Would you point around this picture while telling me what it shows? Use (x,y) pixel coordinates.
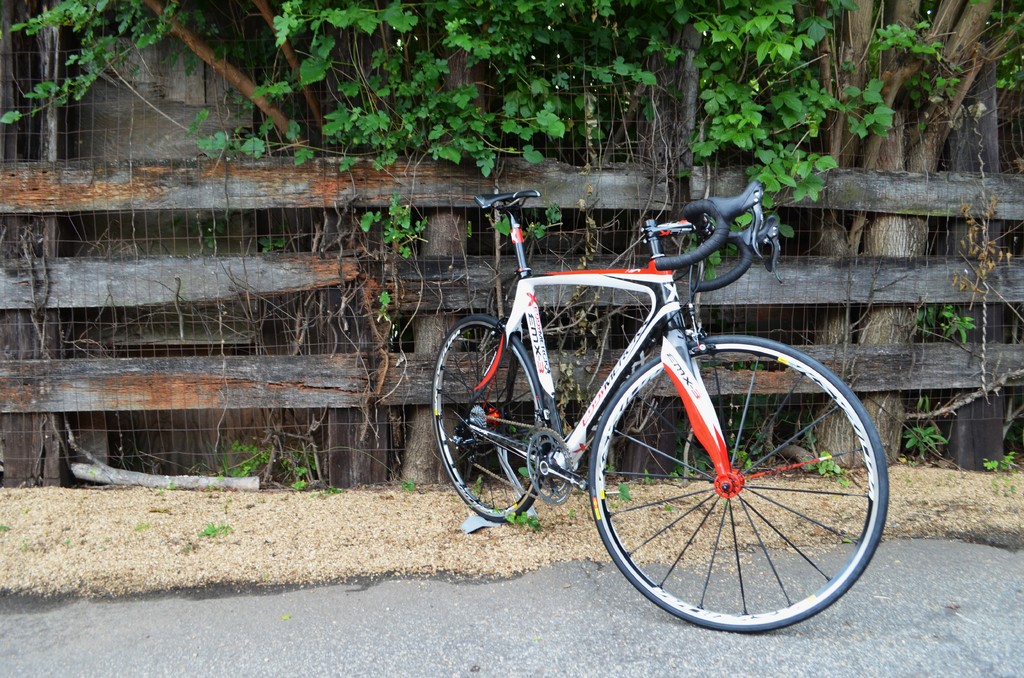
There is a bicycle (691,470) parked on the road (571,606) near a wooden fencing (473,196). Outside this fencing (247,174), there are trees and there is a wall (217,111).
